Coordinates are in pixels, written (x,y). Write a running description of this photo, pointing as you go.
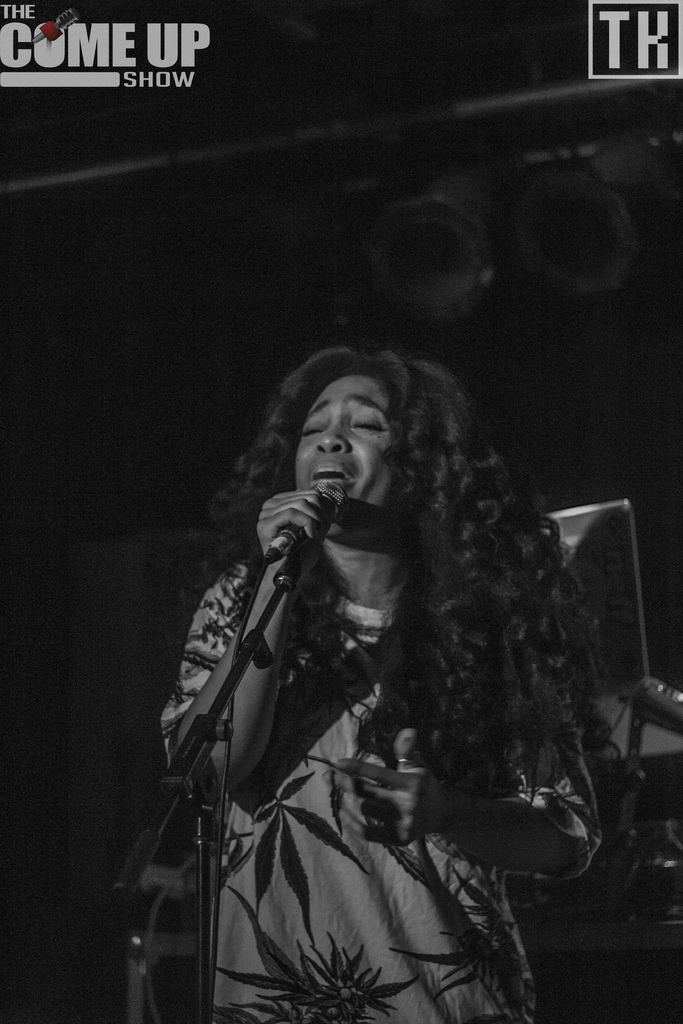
In this image we can see a woman (489,676) standing on the floor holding microphone (273,544) in her hand (288,544). In the background (609,698) we can see poles (642,715) and a laptop (631,615).
